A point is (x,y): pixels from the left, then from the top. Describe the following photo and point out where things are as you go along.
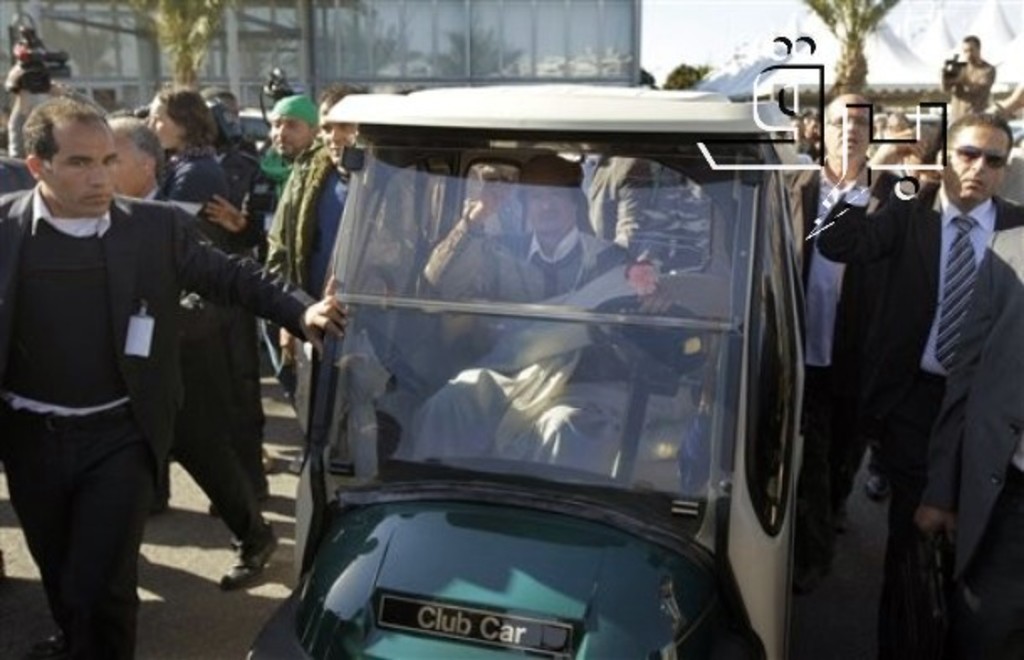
Far there is a building (354,35) and trees (178,58). Persons (896,148) are standing. A person (558,215) is sitting inside this vehicle (619,364). This person (950,100) is holding a camera (958,70).
